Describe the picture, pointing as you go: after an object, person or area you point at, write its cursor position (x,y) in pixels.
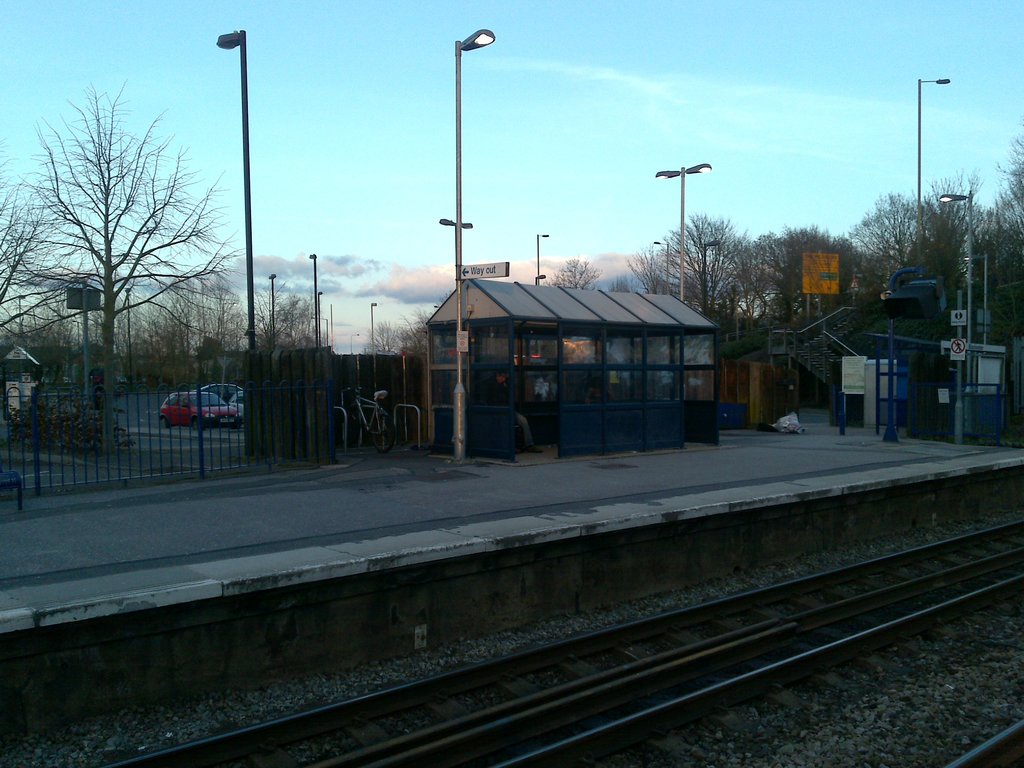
Here we can see a train track (579,658). Background (663,323) there is a shed (604,355), trees (1020,247), fence (292,411), sign boards (955,354) and light poles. Sky (407,273) is cloudy. Here we can see a bicycle (362,411) and vehicles (208,403).
